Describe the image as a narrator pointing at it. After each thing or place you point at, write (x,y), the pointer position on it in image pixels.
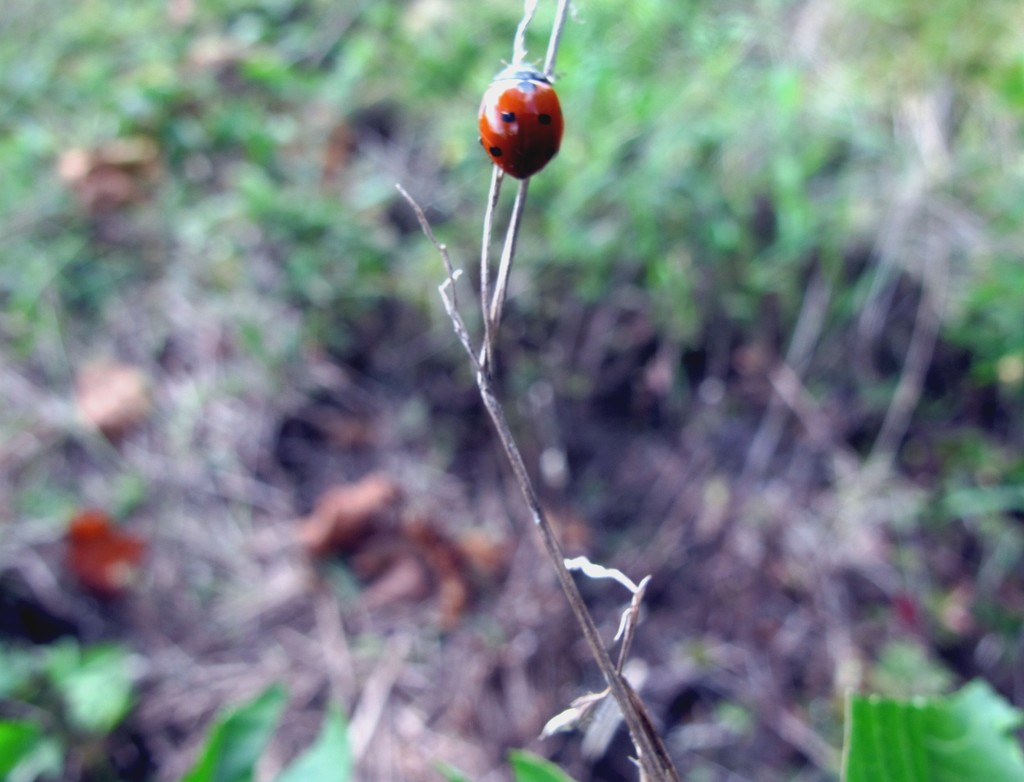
On this branch (464,340) we can see a ladybug (517,174). Background (675,67) it is blur.
